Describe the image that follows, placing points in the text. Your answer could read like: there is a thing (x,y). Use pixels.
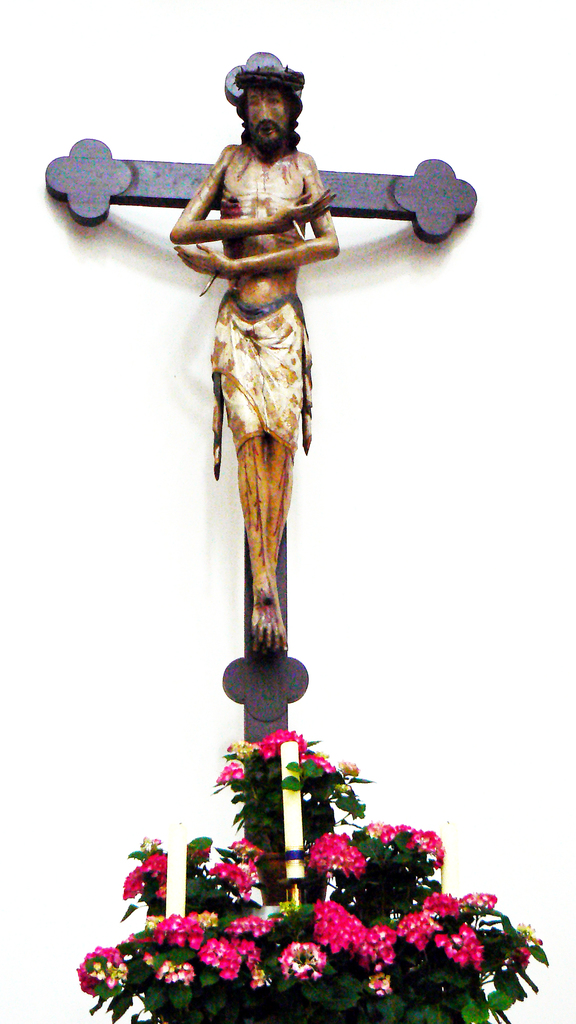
In the picture I can see a statue of the Jesus (262,369). Here I can see red color flowers (243,923). The background of the image (170,12) is white in color.
